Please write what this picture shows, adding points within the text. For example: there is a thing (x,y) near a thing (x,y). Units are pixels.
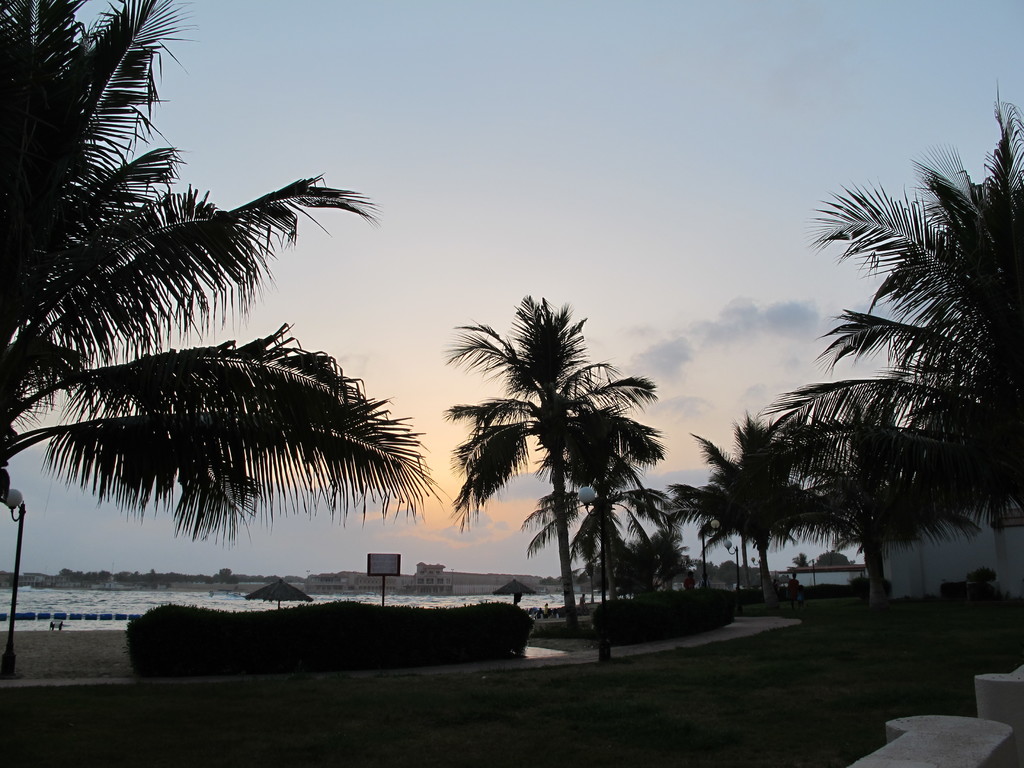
Here in this picture we can see the ground (331,681) is covered with grass (117,717) and we can also see bushes (370,638), plants (412,653) and trees (340,444) and in the far we can see an umbrella (287,590) present and we can also see water (53,594) covered over the place and we can also see a board (372,556) present in the middle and on the left side (25,523) we can see a lamp post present and we can see clouds (392,522) in the sky (432,471).
